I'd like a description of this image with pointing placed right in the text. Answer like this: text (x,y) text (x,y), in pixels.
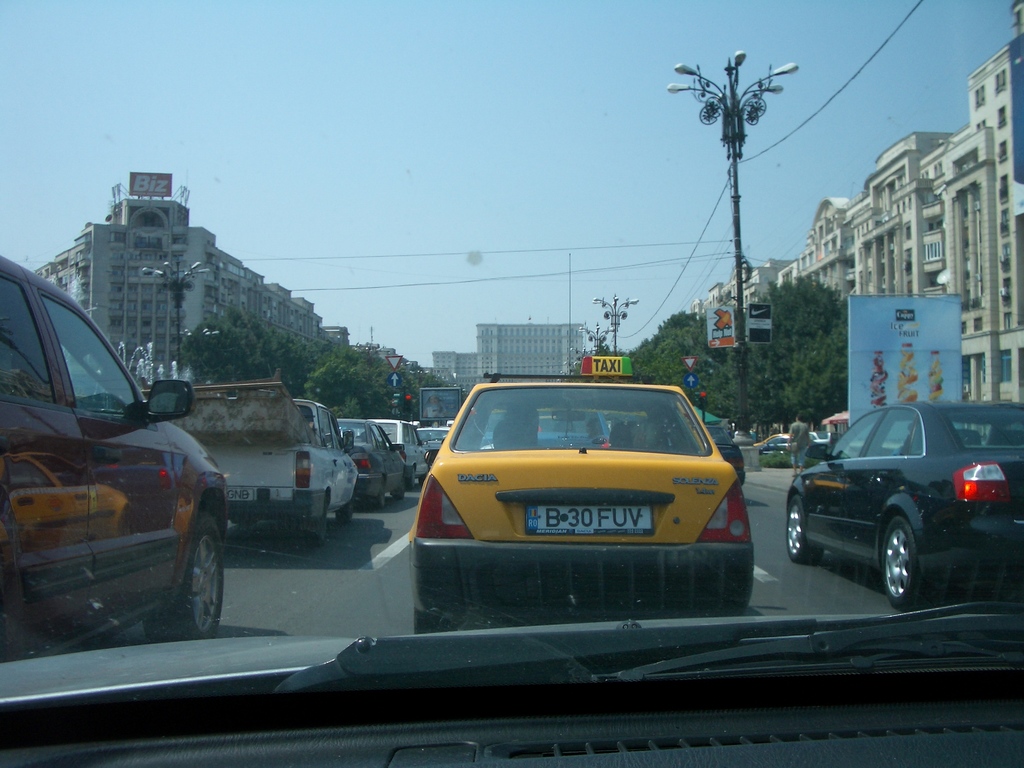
In the picture I can see few vehicles (510,555) on the road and there are trees (674,326), buildings (841,260) on either sides of it.
